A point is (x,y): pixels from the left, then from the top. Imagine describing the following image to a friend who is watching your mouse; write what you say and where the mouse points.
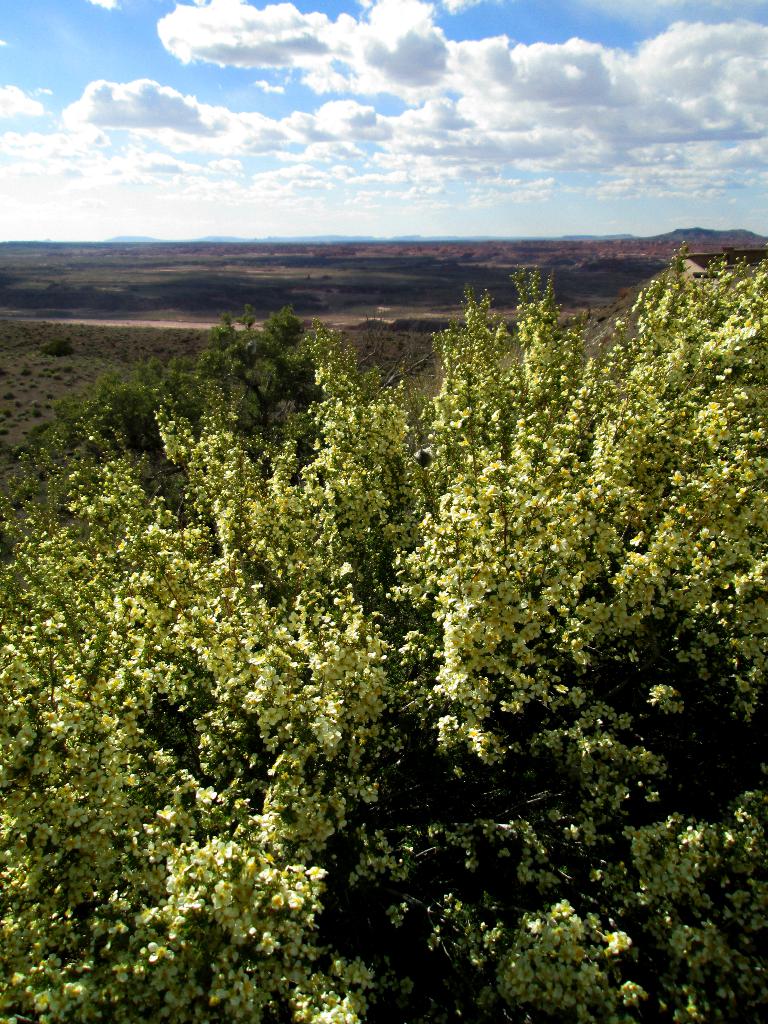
As we can see in the image there are trees (283,398), plants (321,407), sky (128,44) and clouds (350,112).
